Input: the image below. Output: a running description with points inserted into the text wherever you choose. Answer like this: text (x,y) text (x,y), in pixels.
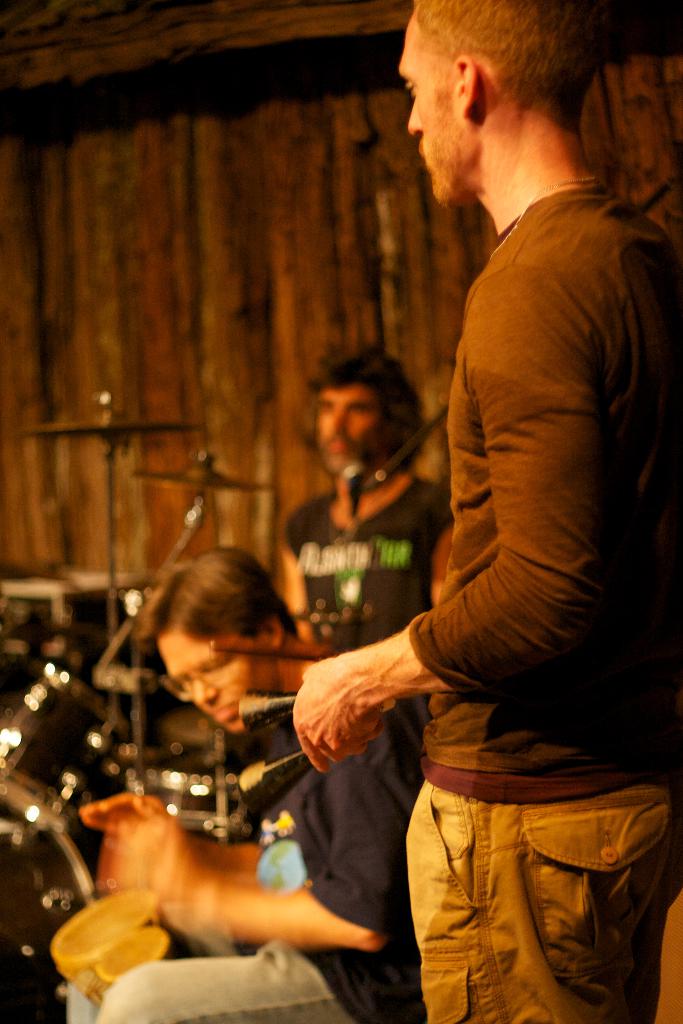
In the picture there are three musicians (379,583) playing drums (69,709) and bongos (119,953).
